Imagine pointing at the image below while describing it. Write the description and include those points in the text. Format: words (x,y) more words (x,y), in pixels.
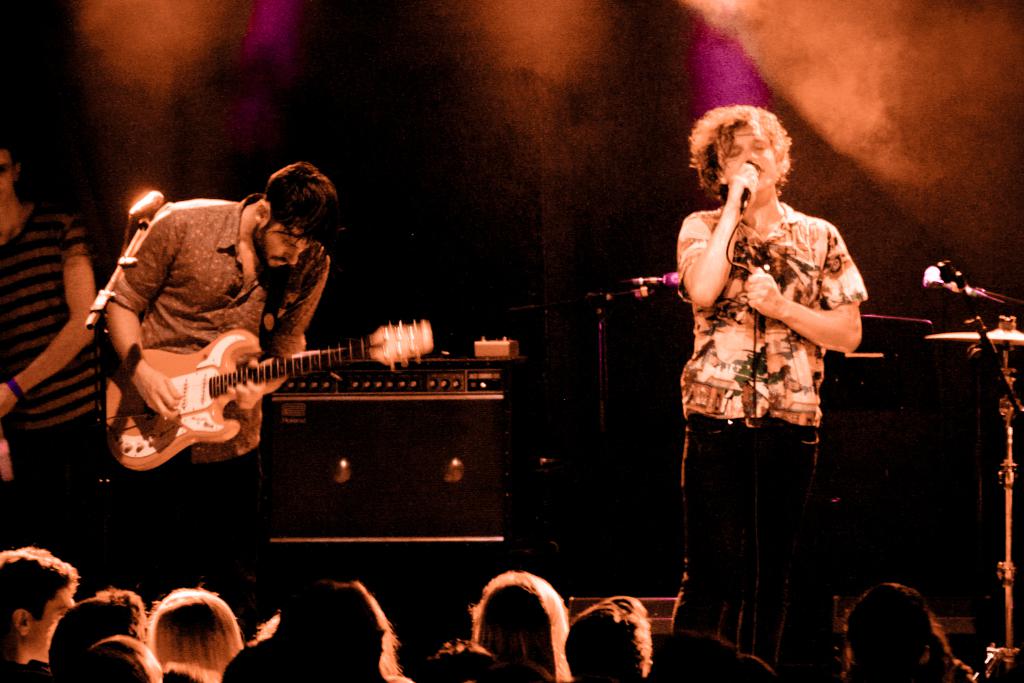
In this picture there is the man (232,540) who is playing guitar (329,350) and another person (828,311) who is singing.
